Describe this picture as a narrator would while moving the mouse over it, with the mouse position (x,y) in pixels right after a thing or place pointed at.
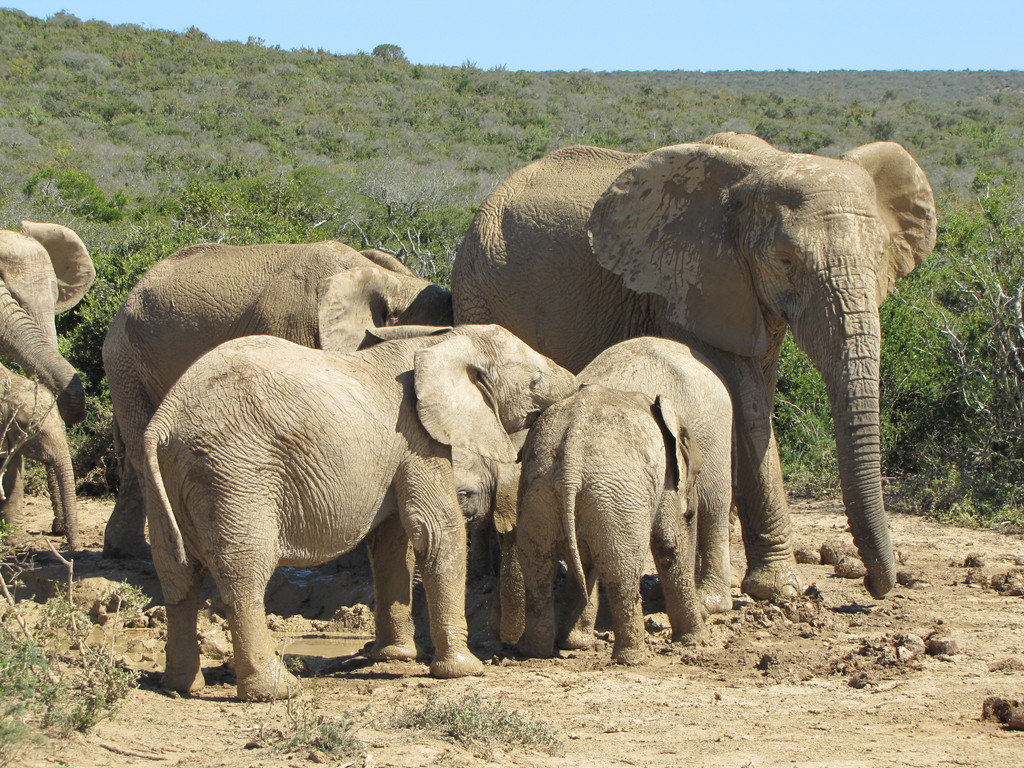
A herd of elephants (593,299) are standing in the middle (538,424). In the long back side of an image there are trees (333,170).
